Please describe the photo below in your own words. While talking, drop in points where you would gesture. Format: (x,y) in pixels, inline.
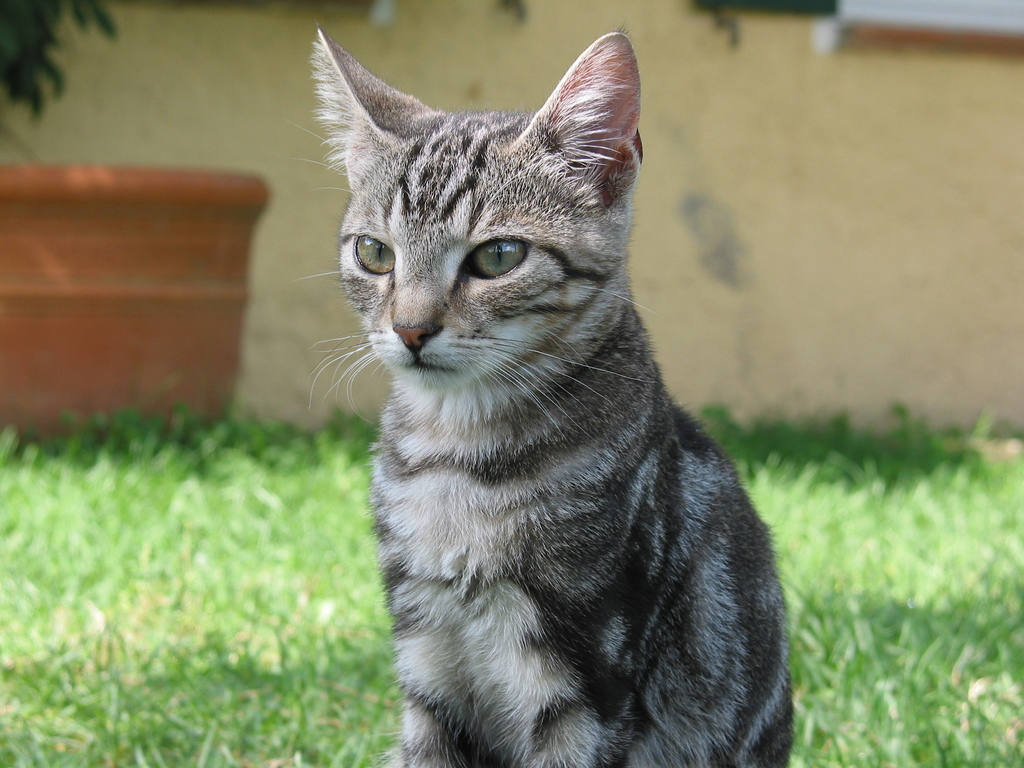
In this picture we can see the black and white color cat (612,481) sitting in the front (534,573) and looking to the left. Behind there is a grass field (175,495). In the background (719,182) there is a yellow wall (977,182) and brown pot (189,269).
